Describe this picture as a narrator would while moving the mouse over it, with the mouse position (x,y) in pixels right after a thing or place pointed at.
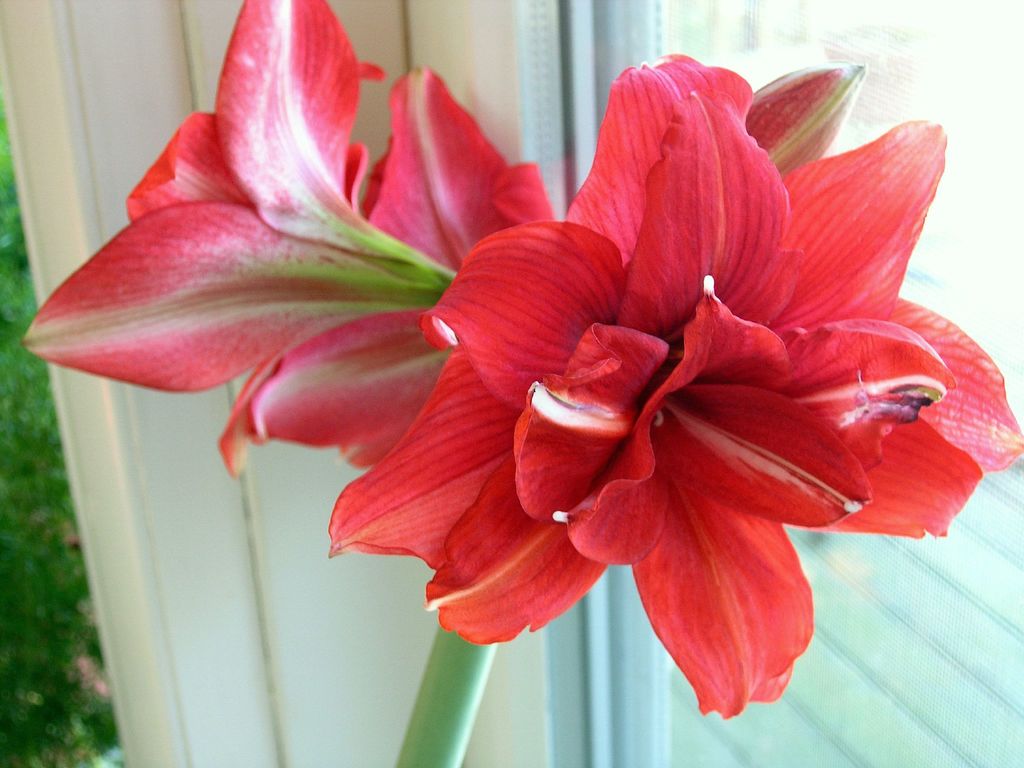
In the picture I can see red color flowers (418,528) are placed near the glass windows (584,749). The left side of the image (30,470) is in green color.
